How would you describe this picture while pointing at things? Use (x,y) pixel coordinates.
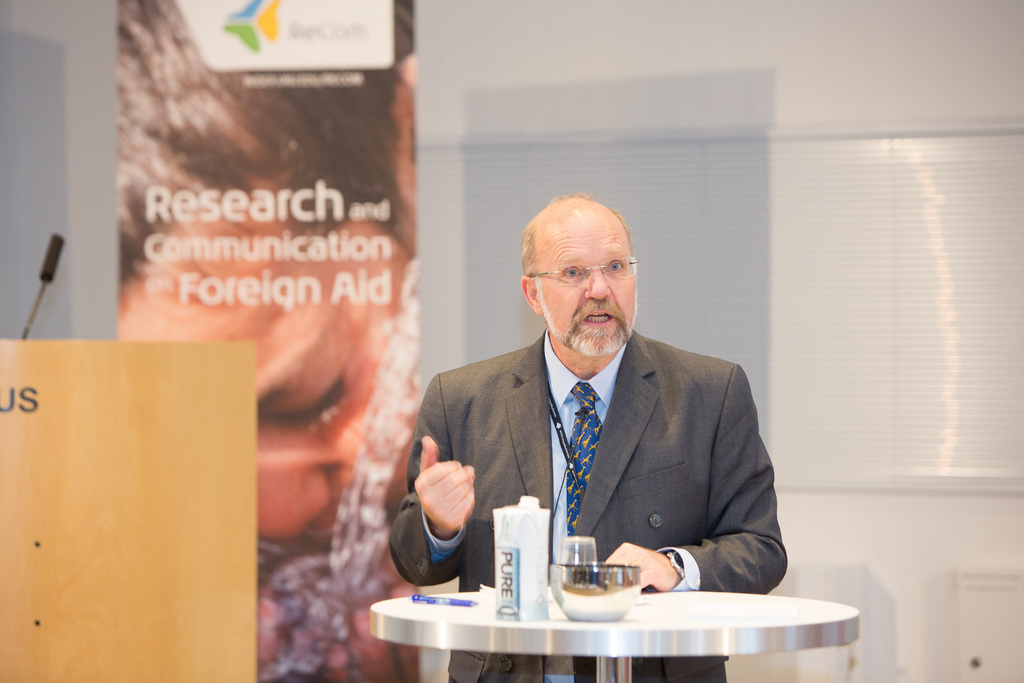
In the foreground of the picture (554,640) there is a table (758,604), on the table (551,599) bowl (582,582), packet (538,586), glass (574,560), pen (460,602) and papers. In the center of the picture (557,375) there is a person (544,391) standing wearing suit (504,396). On the left (15,512) there is a wooden desk (108,408). In the background (287,144) there are banner (302,82), wall (559,97) and other objects (957,241).
